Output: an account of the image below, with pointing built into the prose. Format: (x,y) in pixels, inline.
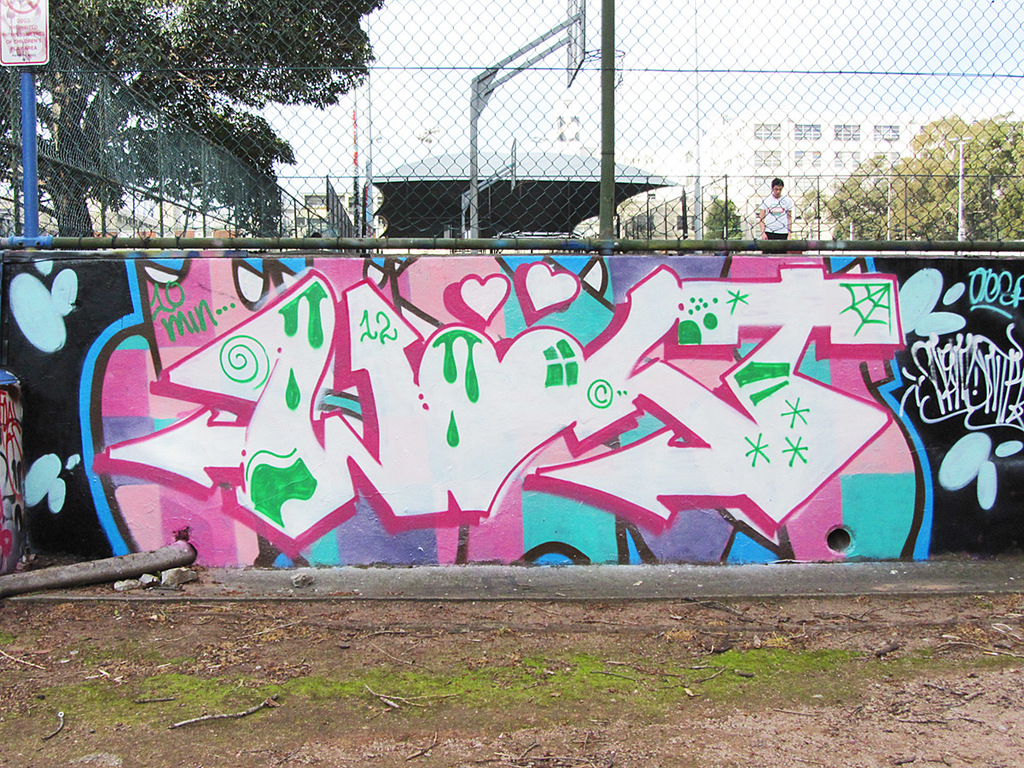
In this picture we can see a wall (617,430) with a painting (556,378). At the top of the wall (551,486), there is a mesh (40,77). Behind the mesh (512,124), there is a person (771,225). On the left side of the image (325,87), there is a tree (271,177). On the right side of the person (789,223), there are poles (964,174) and trees (846,190). Behind the person (780,184), there are buildings (735,145) and the sky (727,53).
